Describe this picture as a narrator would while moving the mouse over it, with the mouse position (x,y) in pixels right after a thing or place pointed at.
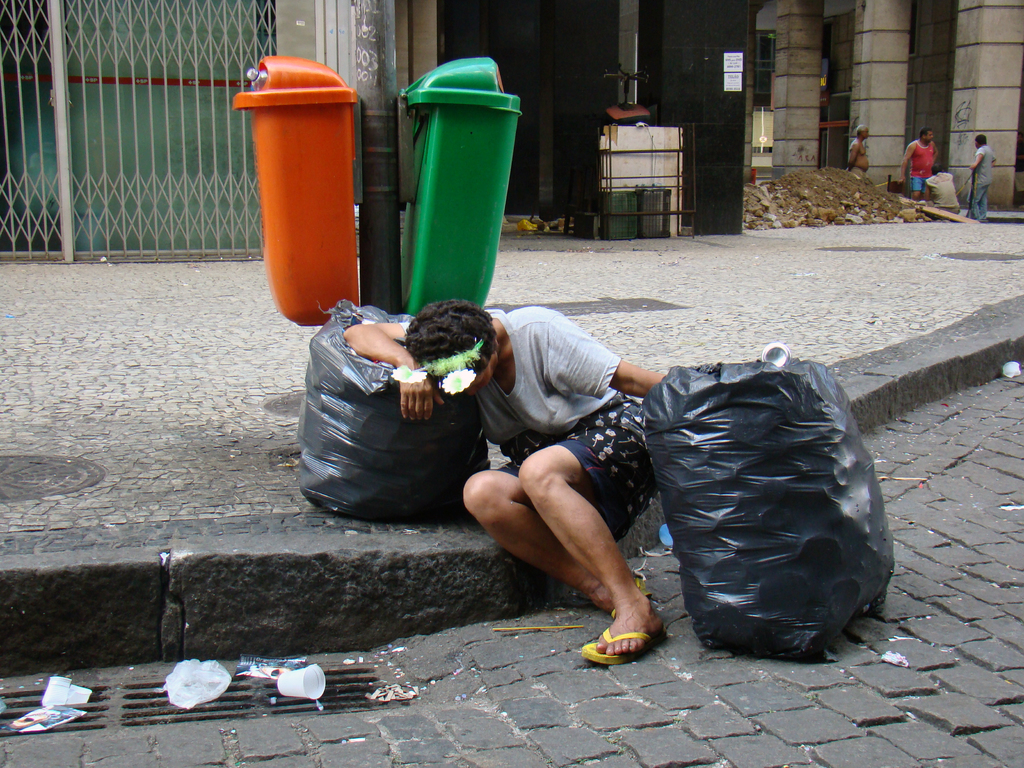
The woman (440,334) in grey T-shirt (515,343) is sitting on the footpath (531,283). On either side of her, we see garbage bags (447,435) in black color. Beside her, we see garbage bins (325,191) in orange and green color. On the right side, we see people (855,166) standing. Beside them, there are pillars (786,137). On the left side (111,120), we see a grill gate (66,108) and a building (554,58) in black color. This picture is clicked in the street (495,697) and in the city.
